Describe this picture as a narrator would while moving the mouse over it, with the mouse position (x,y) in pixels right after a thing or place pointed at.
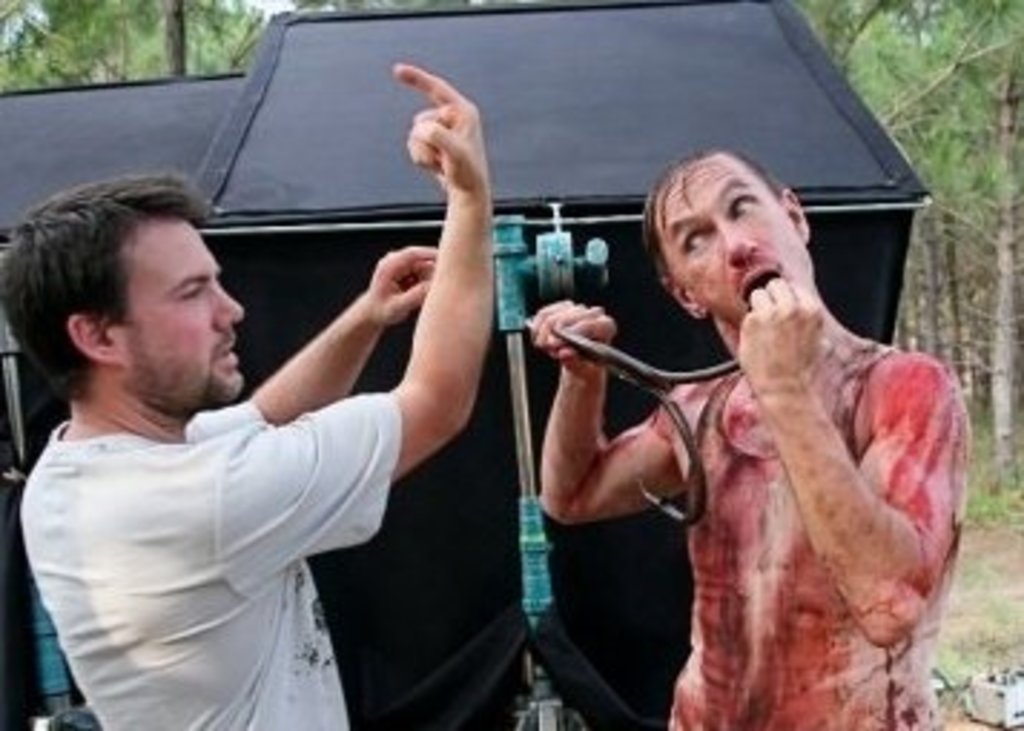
In this picture I can see there are two men (704,708) standing here and one of them is wearing a white shirt (196,463) and the person (723,404) on the right (728,410) is holding a object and in the backdrop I can see there are trees (985,291) and the sky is clear.
